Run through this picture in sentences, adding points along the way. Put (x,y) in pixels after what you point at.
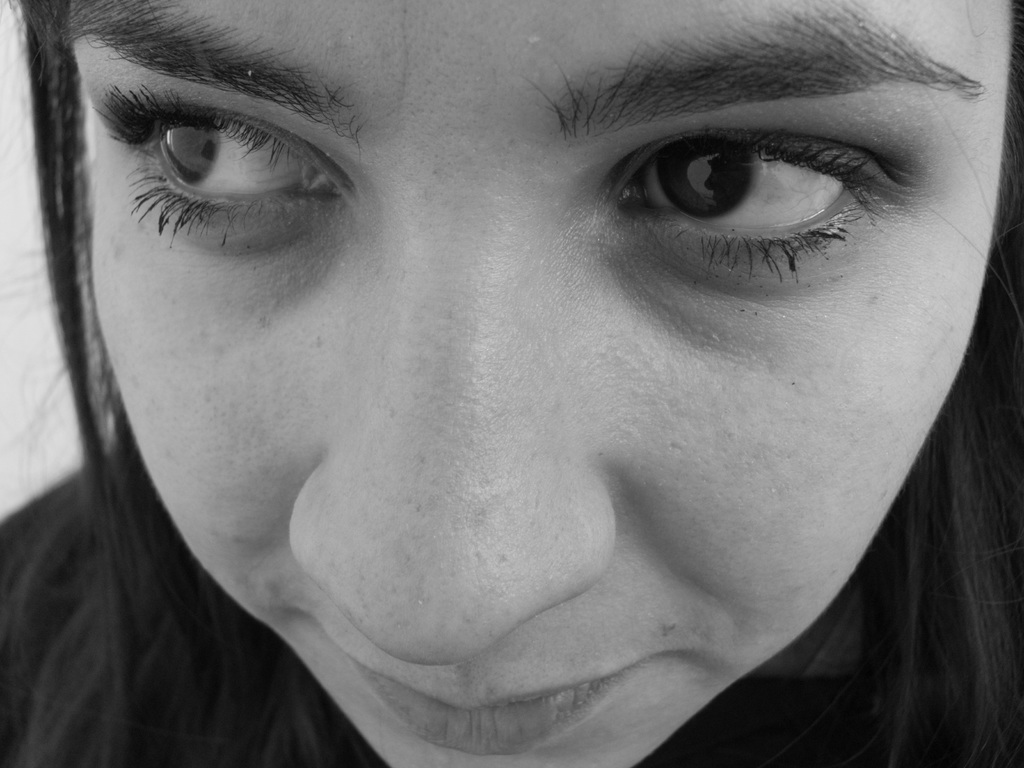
In this picture I can see there is a woman (198,753), she is wearing a black dress (676,764) and she is looking at left side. The backdrop (29,224) is blurred.
